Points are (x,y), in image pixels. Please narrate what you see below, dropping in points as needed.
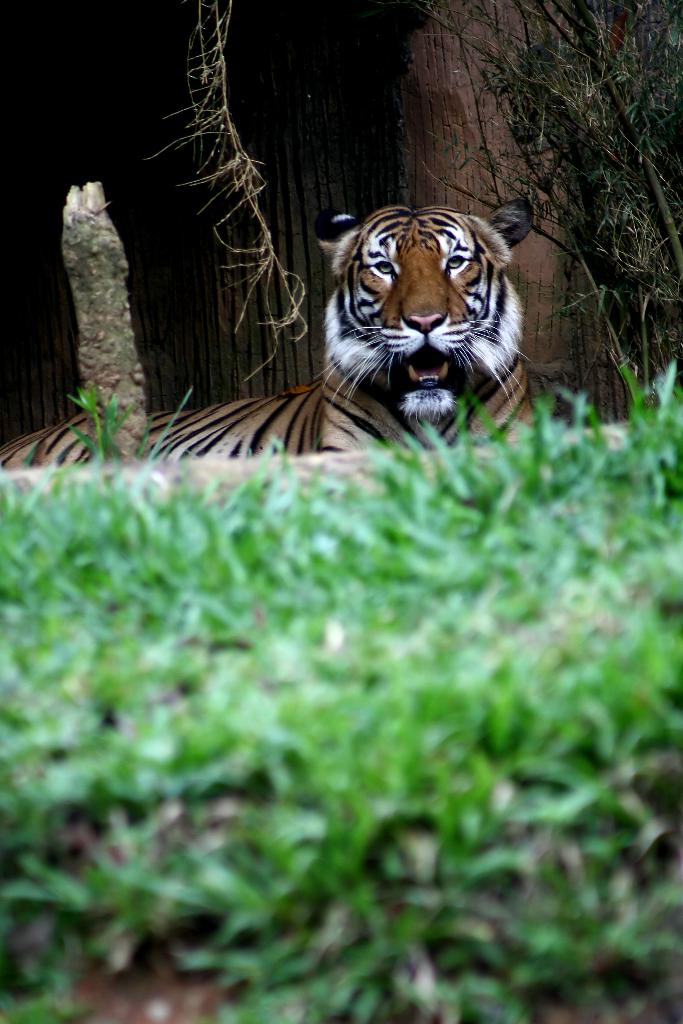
In this picture there is a tiger (149,444) sitting. At the back (643,131) there is a tree (541,162). In the foreground (349,768) there is grass (343,676).
